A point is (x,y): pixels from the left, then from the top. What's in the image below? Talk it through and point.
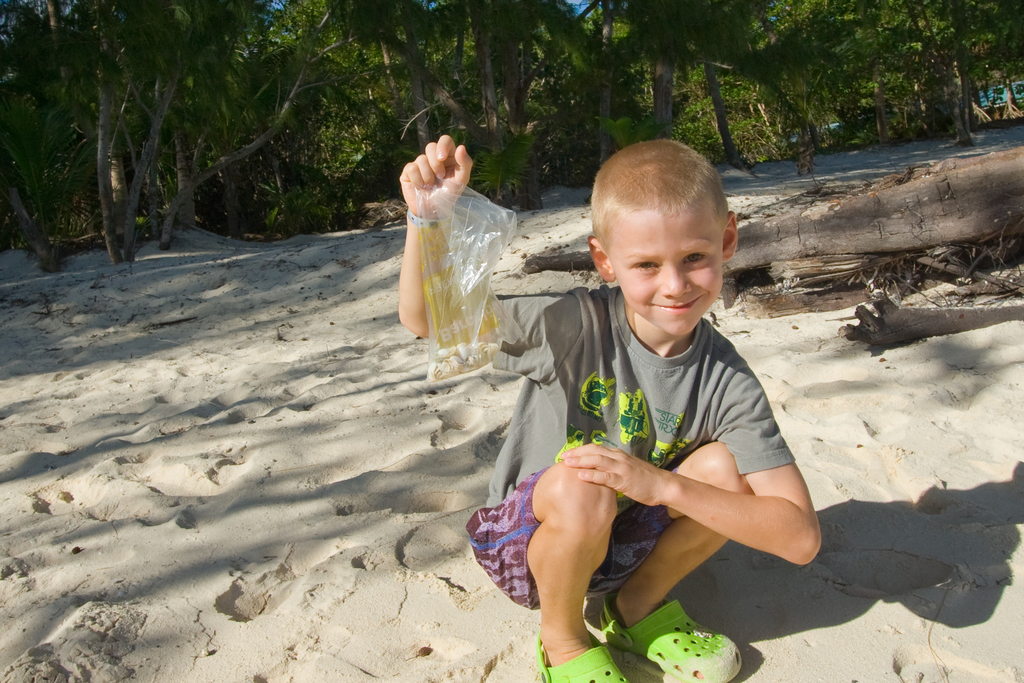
In this image I can see a boy (602,379) and I can see he is holding a plastic cover (508,318). I can also see he is wearing grey colour t shirt (563,445), shorts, green slippers (583,674) and I can also see smile (681,306) on his face (628,304). In the background (234,133) I can see number of trees (443,61), sand (970,377) and shadows (747,577).
